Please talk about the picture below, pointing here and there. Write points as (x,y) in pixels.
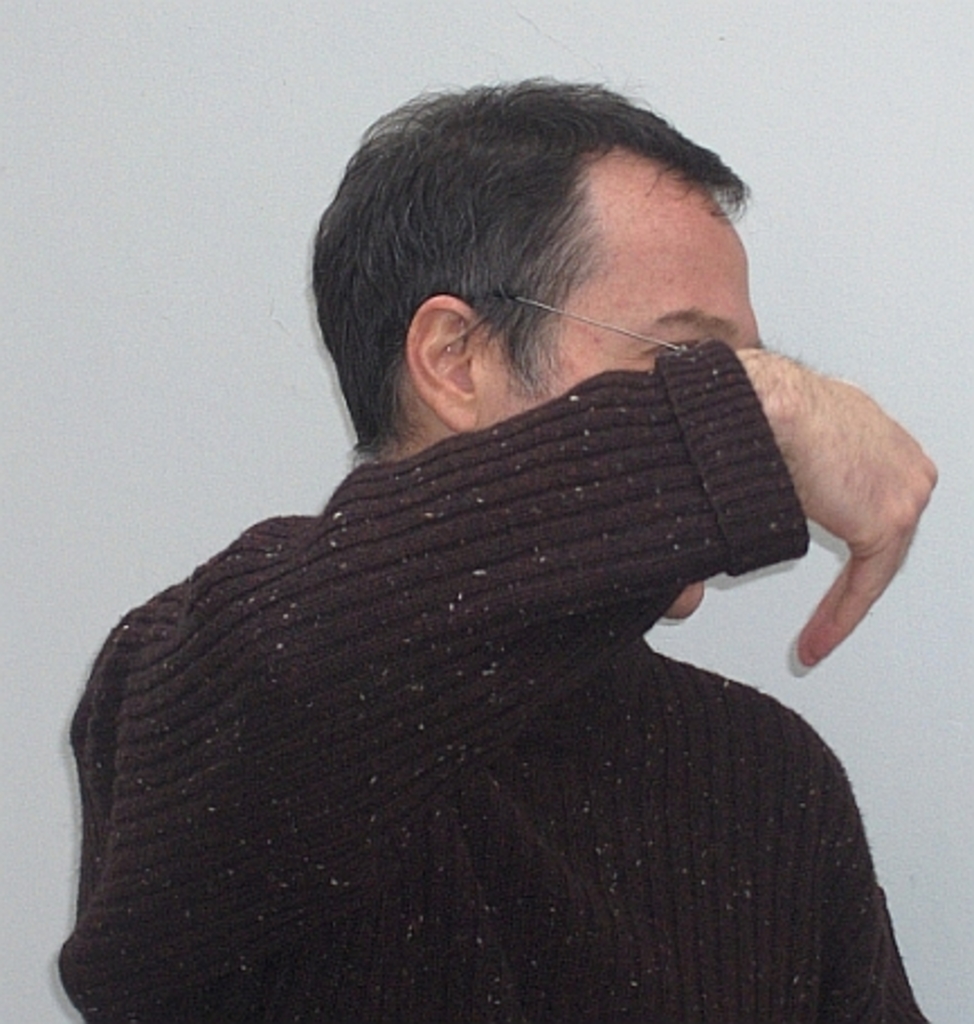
In this image I can see a person (481,774) wearing a woolen sweater (377,718) and background (911,181) is white.
